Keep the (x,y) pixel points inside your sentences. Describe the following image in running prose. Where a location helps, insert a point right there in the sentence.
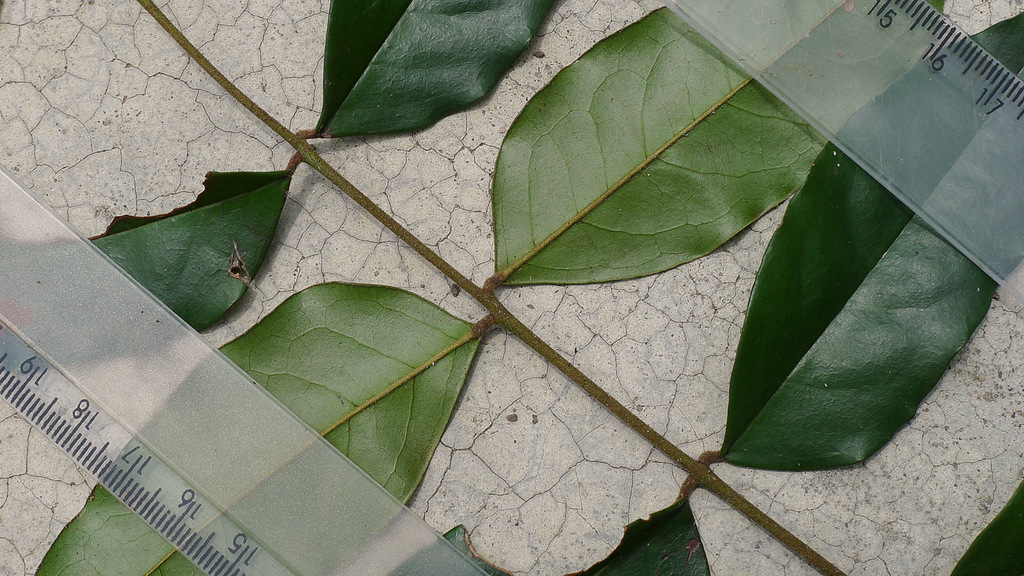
In this picture we can see green leaves (360,417) and two scales (811,16) are placed on a platform (984,340).
